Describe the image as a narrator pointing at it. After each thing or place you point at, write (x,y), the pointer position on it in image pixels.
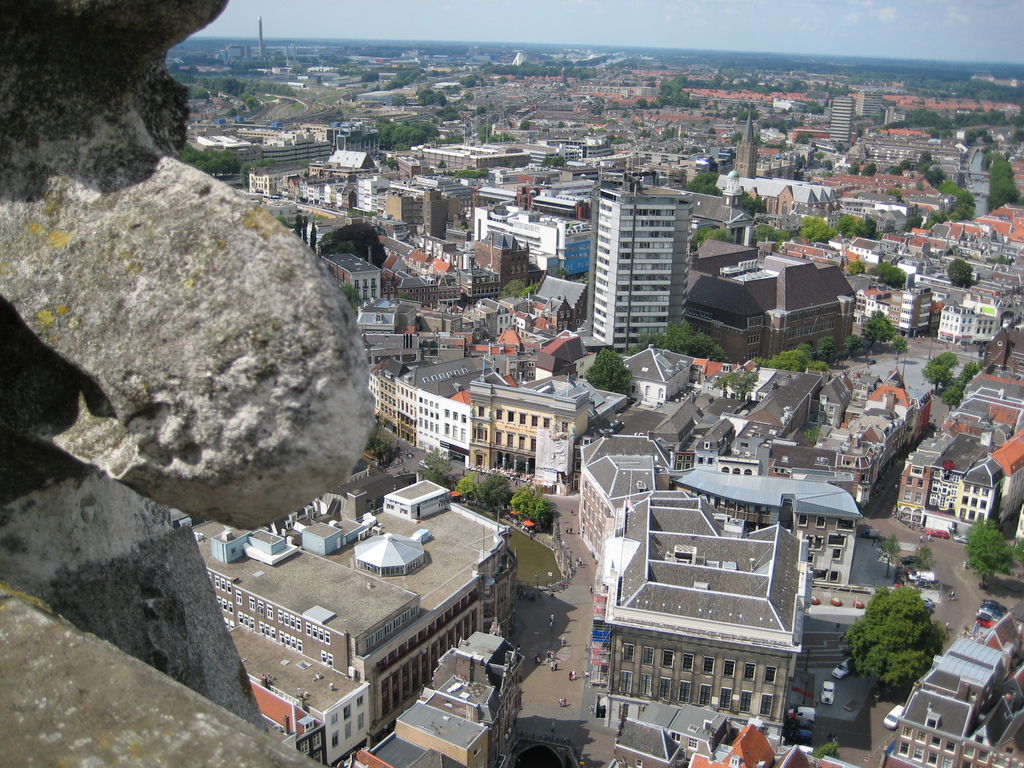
In this image we can see a group of trees (699,341) and buildings (596,497). On the left side (237,489), we can see a rock (119,437). At the top (764,17) we can see the sky (367,21).
